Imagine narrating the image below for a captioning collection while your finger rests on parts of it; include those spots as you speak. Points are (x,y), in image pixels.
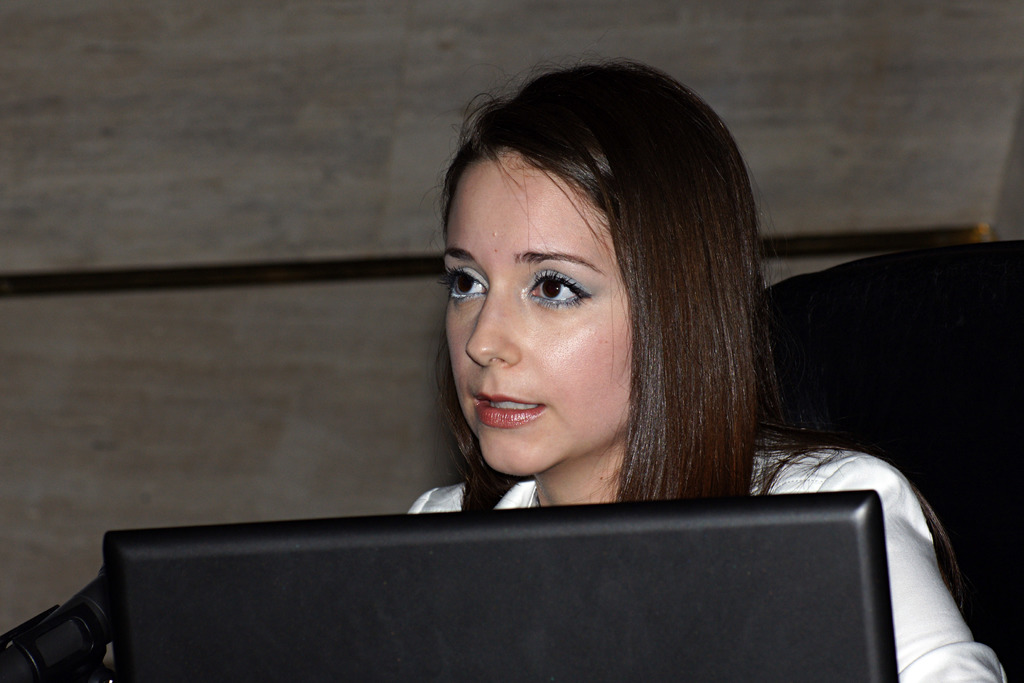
In this image, we can see a beautiful lady (702,408) she is wearing a white dress (877,471) and she is sitting on a chair (918,367). The lady (904,518) is behind a device (377,536).
